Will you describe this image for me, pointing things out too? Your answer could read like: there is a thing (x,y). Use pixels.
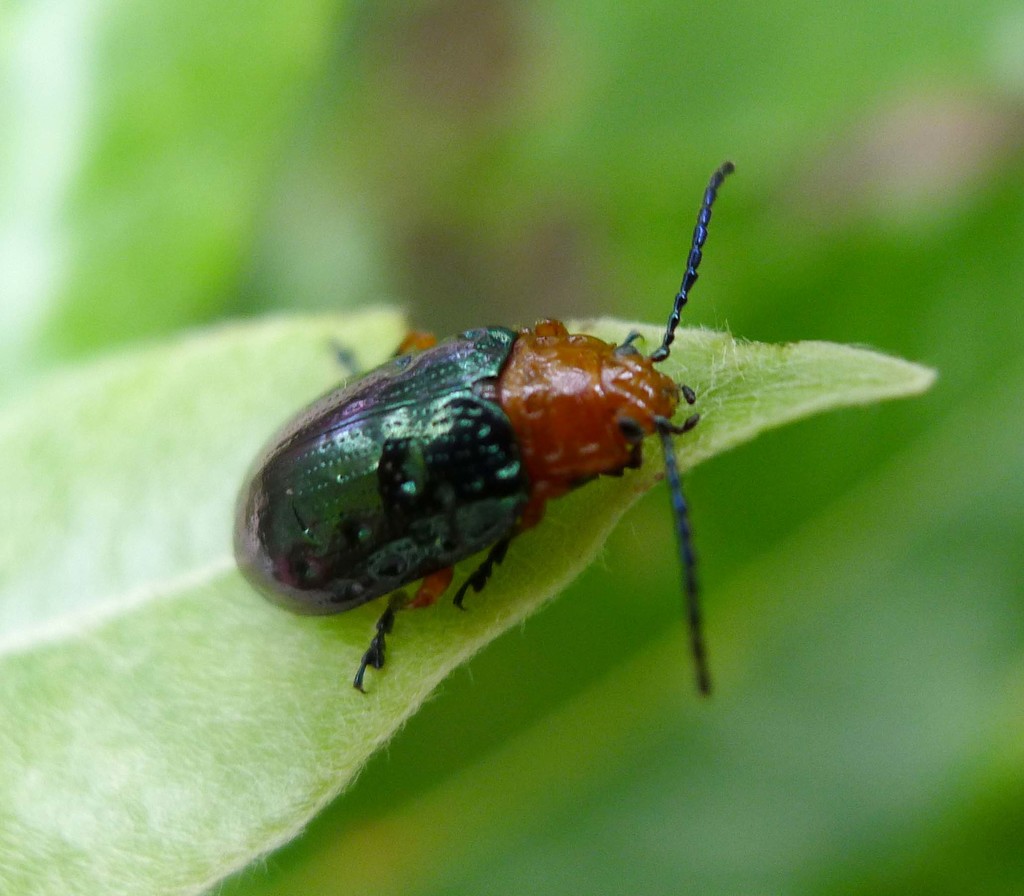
In this image we can see an insect (434,487) on a leaf (122,713). In the background (722,295) the image is blur.
